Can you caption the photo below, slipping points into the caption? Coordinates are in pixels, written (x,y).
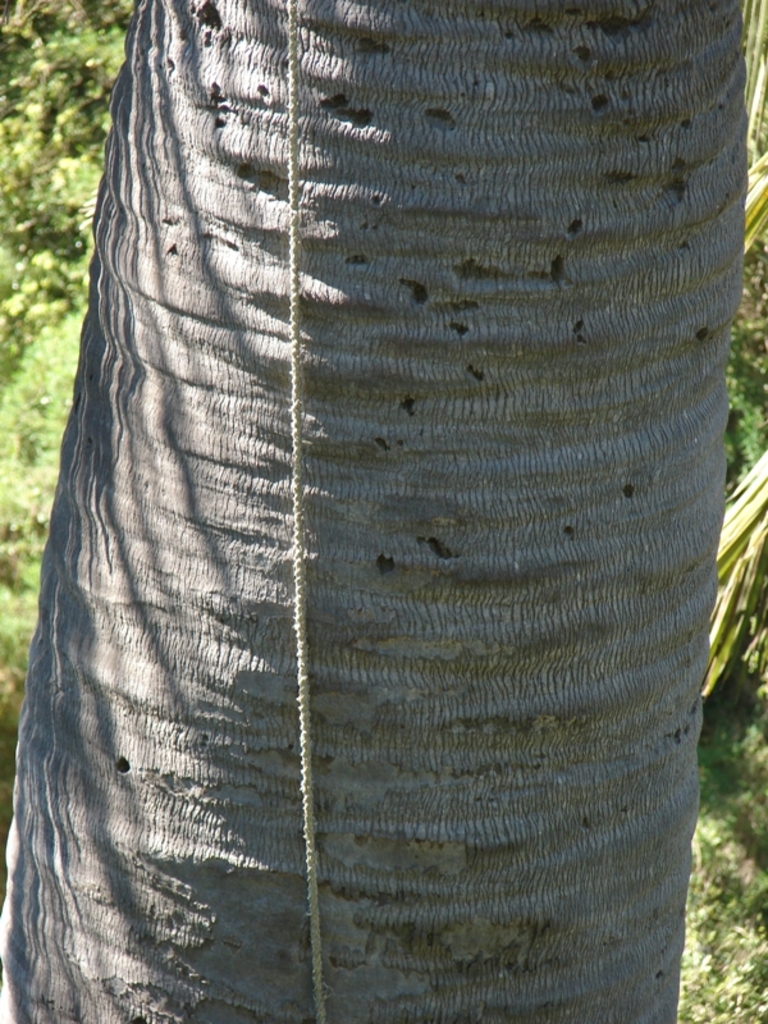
This is the zoom-in picture of bark (465,674) of a tree (572,632) and one white color rope (316,925) is present. Behind trees (48,154) are there.
